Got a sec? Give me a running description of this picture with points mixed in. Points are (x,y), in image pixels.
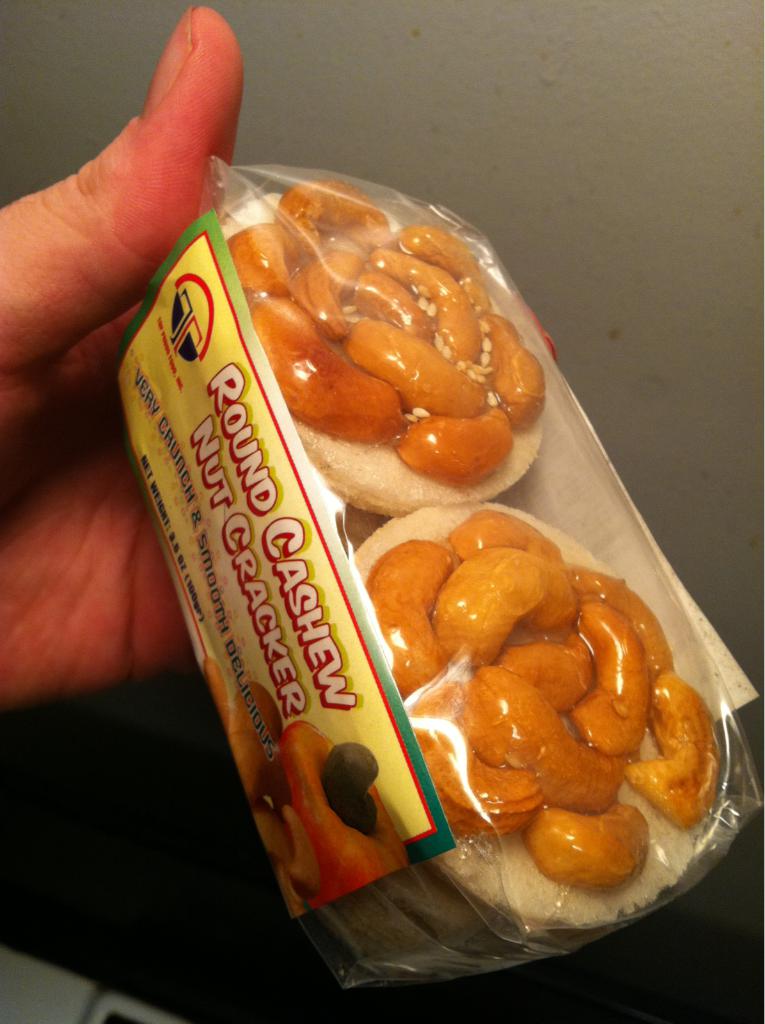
The picture consists of a person's hand (28,557) holding a food item (345,420). At the top (582,87) it is wall (420,105).
